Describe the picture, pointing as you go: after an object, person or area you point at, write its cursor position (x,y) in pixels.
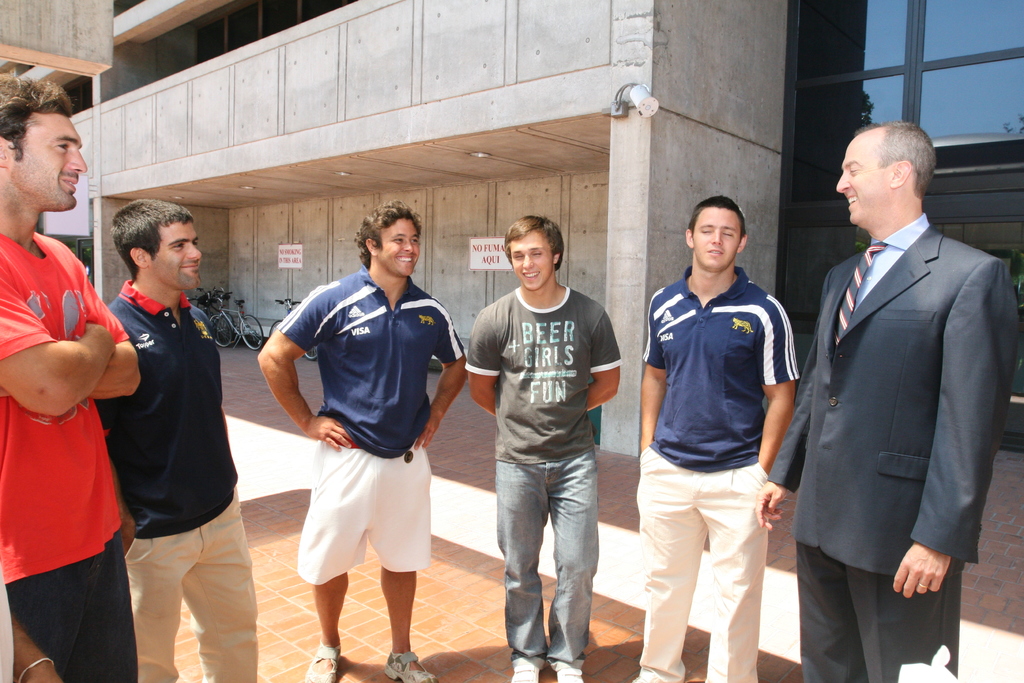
In this picture I can see a group of people (994,350) are standing, in the background (231,343) there are bicycles (277,321) and a building (533,122), on the right side (852,16) I can see the glass wall (913,105).
